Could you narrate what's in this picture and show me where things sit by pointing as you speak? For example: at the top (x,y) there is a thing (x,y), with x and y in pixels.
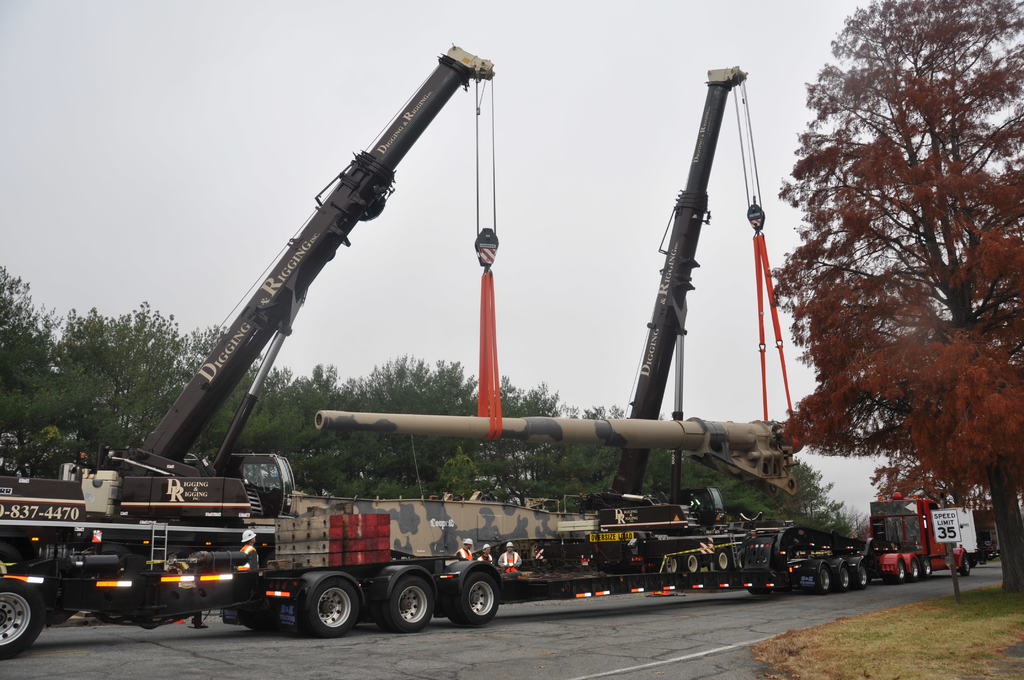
In this image, vehicles (430,521), people (489,556) wearing caps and there are lights (446,574) on the road (520,627). In the background (129,337), there are trees (832,422) and we can see a board (941,535). At the top (177,107), there is sky (194,86).
